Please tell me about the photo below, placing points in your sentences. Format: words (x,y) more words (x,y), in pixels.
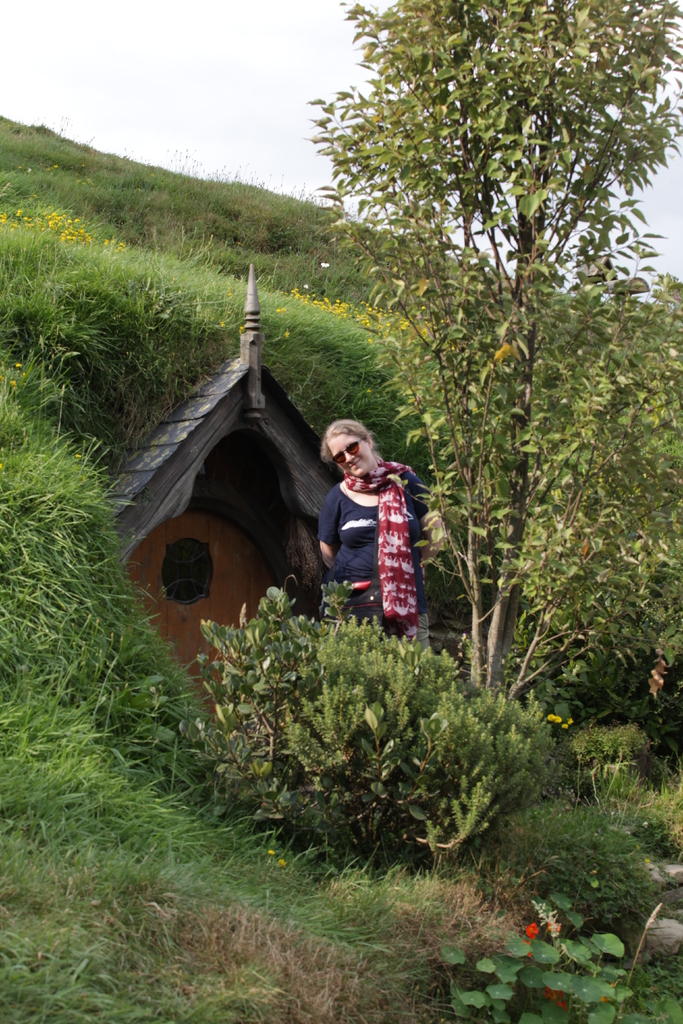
In this image there is a girl (384,547) in the middle (384,534) behind her there is a house (206,501). In the background (545,310) there are trees (478,292) and grass (225,208). At the bottom (515,960) there are small plants (533,983) with flowers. At the top (126,88) there is sky (225,90).
